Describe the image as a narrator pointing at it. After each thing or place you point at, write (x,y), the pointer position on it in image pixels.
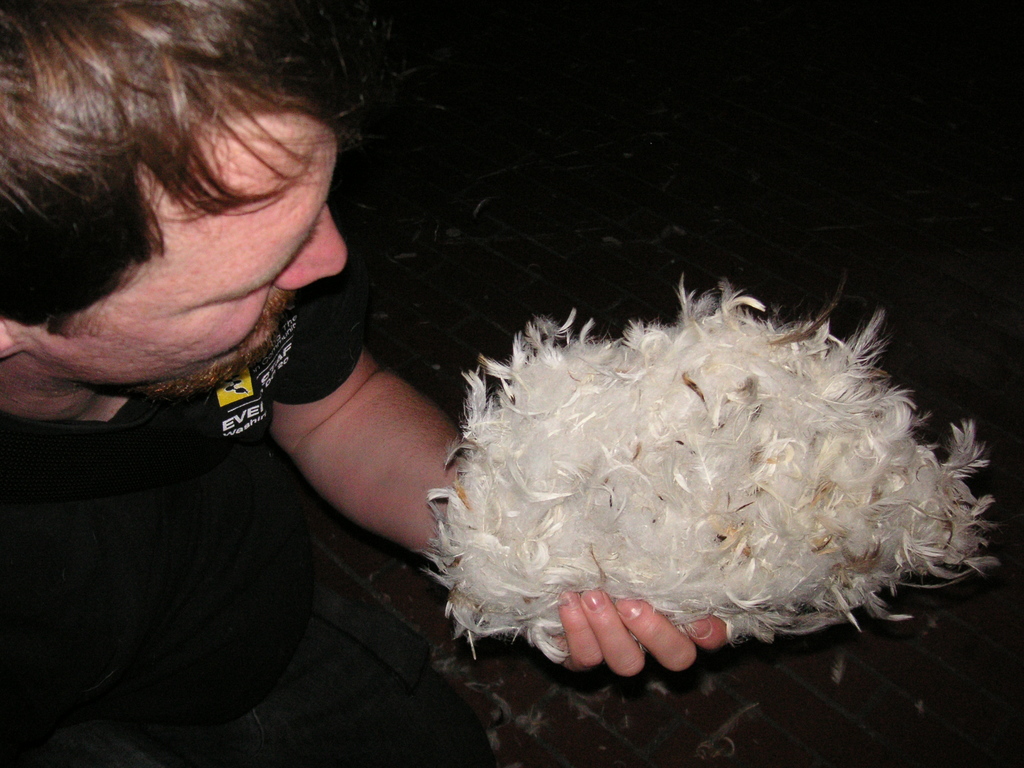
In this image I can see a person (1,303) holding feathers (642,490). He is wearing black t shirt (168,593).
